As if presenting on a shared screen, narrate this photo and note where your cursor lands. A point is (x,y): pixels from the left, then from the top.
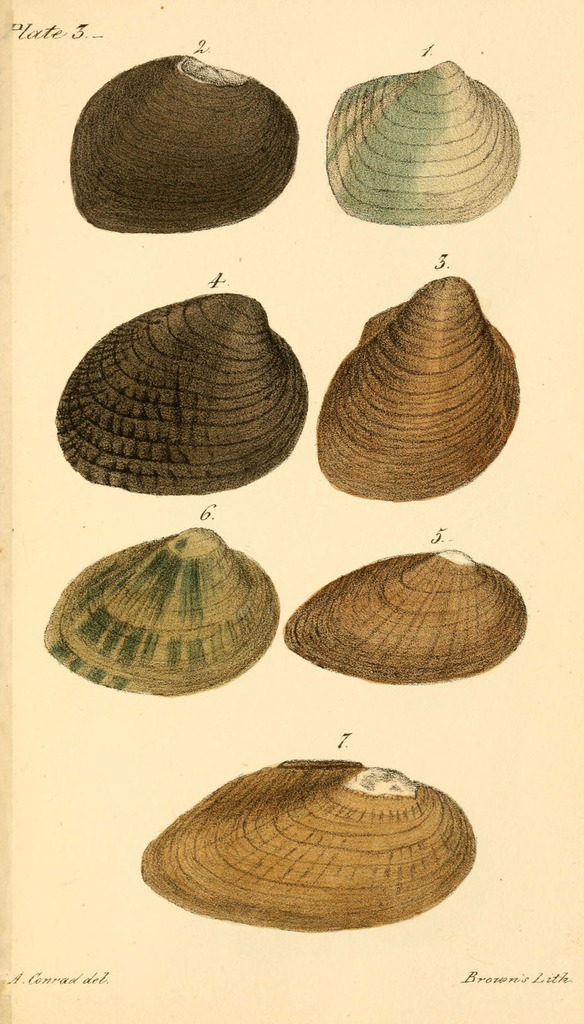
In this image we can see a poster (233,298) with shells (254,798) and text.
